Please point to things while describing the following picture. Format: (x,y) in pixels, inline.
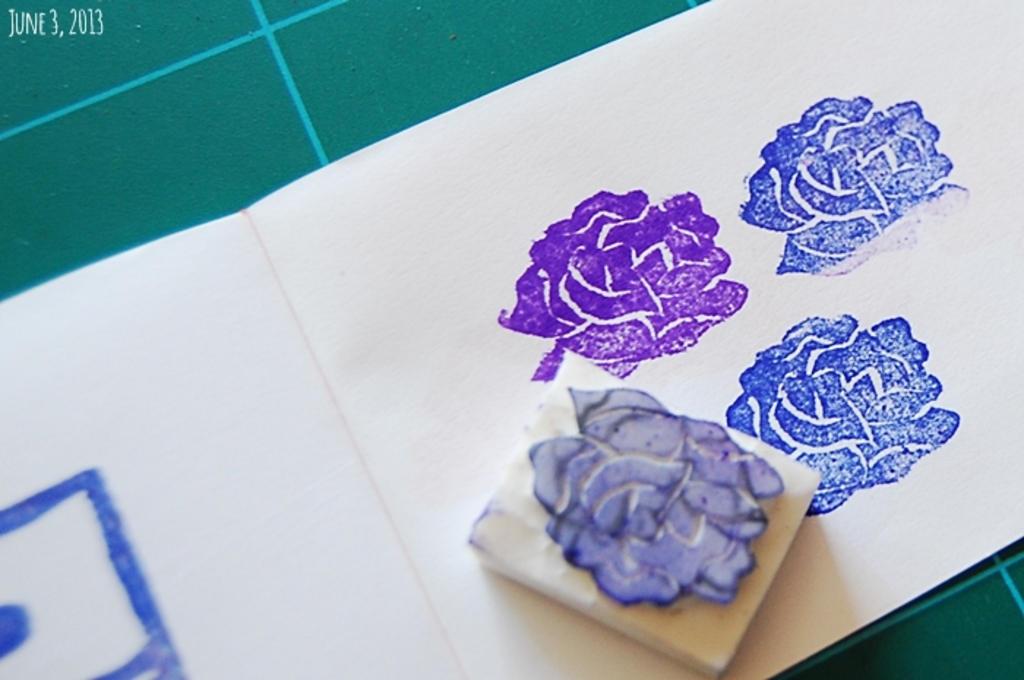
In this given picture, We can see a green color mat (342,105) and white color paper (995,121) in which, We can see few flowers (666,343) are printed.
